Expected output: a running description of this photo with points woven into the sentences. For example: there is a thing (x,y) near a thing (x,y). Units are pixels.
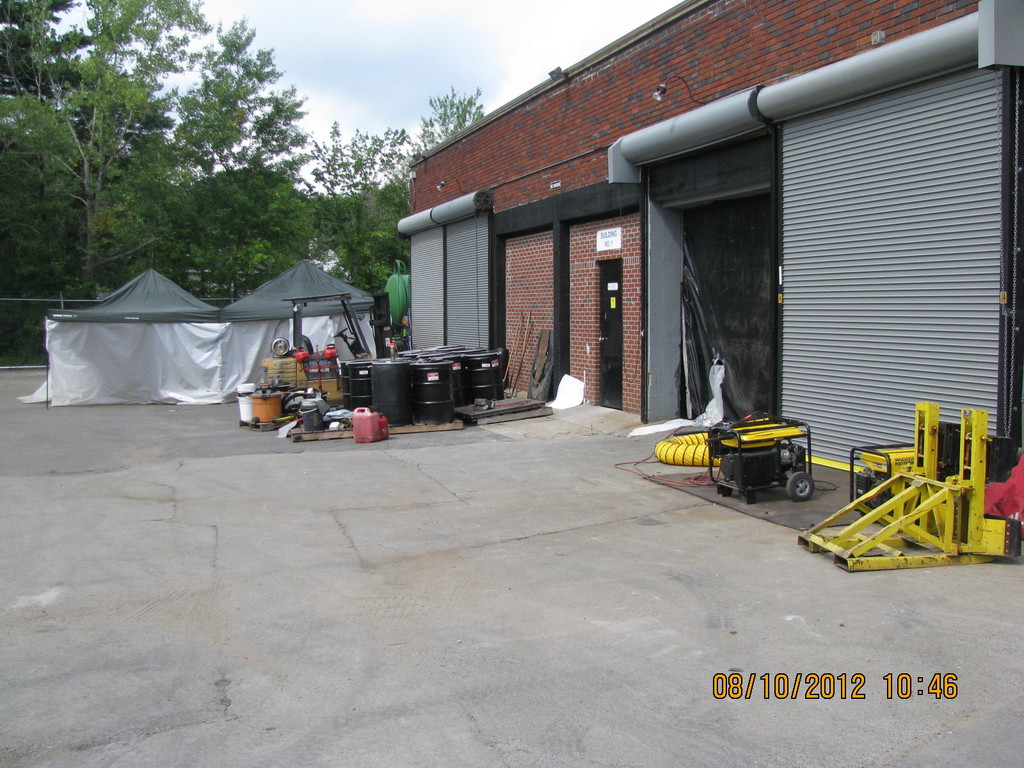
In this image I can see the building (482,191) which is in brown and grey color. In-front of the building (518,296) I can see many containers (482,385), cans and the metal rods (893,561) which are in yellow color. To the left (156,348) I can see some tents (125,324). In the back (151,209) there are many trees (194,136), clouds (511,33) and the sky (352,101).
